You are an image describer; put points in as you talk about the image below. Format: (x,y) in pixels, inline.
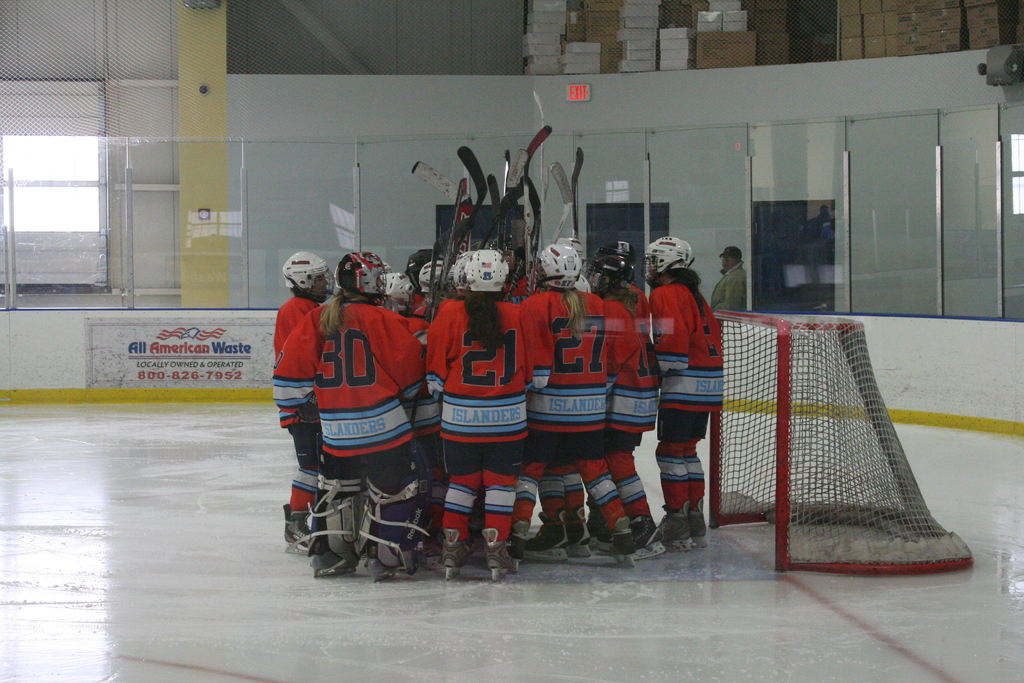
There is a group of players (442,366) standing on the floor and holding hockey sticks (534,273) as we can see in the middle of this image (430,295). We can see a goal (792,412) on the right side of this image (795,444). The wall (851,267) is in the background (583,209).
